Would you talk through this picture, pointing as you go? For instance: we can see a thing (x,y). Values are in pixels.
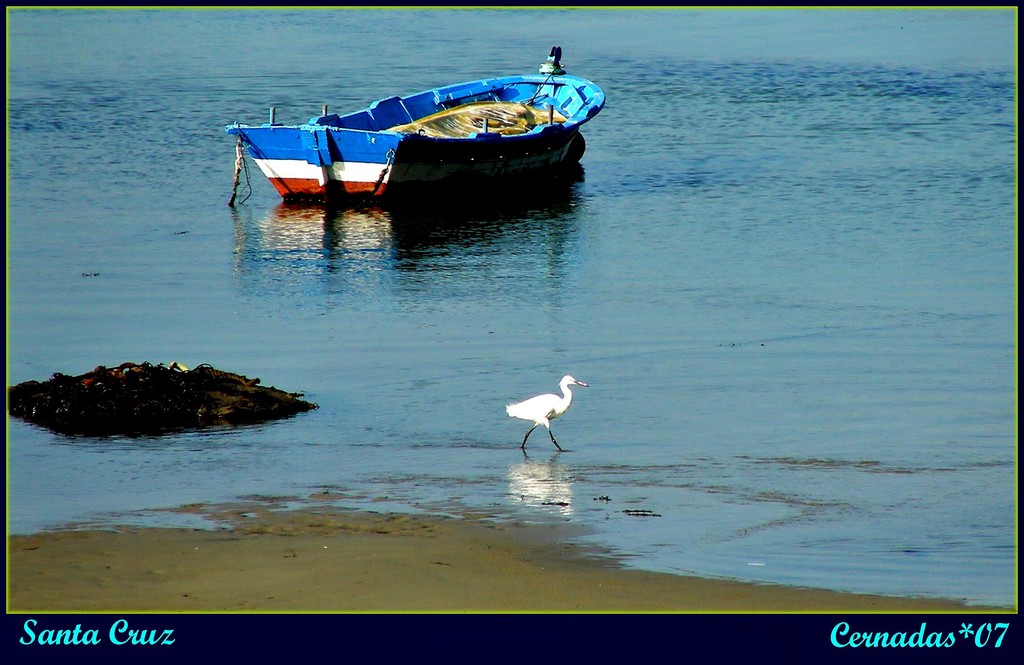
There is a white color bird (558,416), walking in the water (527,460), near dry land (493,568). In the background (344,118), there is a boat (512,136) in blue, white and red color combination on the water (636,420). In front of them, there are two watermarks (68,633).
